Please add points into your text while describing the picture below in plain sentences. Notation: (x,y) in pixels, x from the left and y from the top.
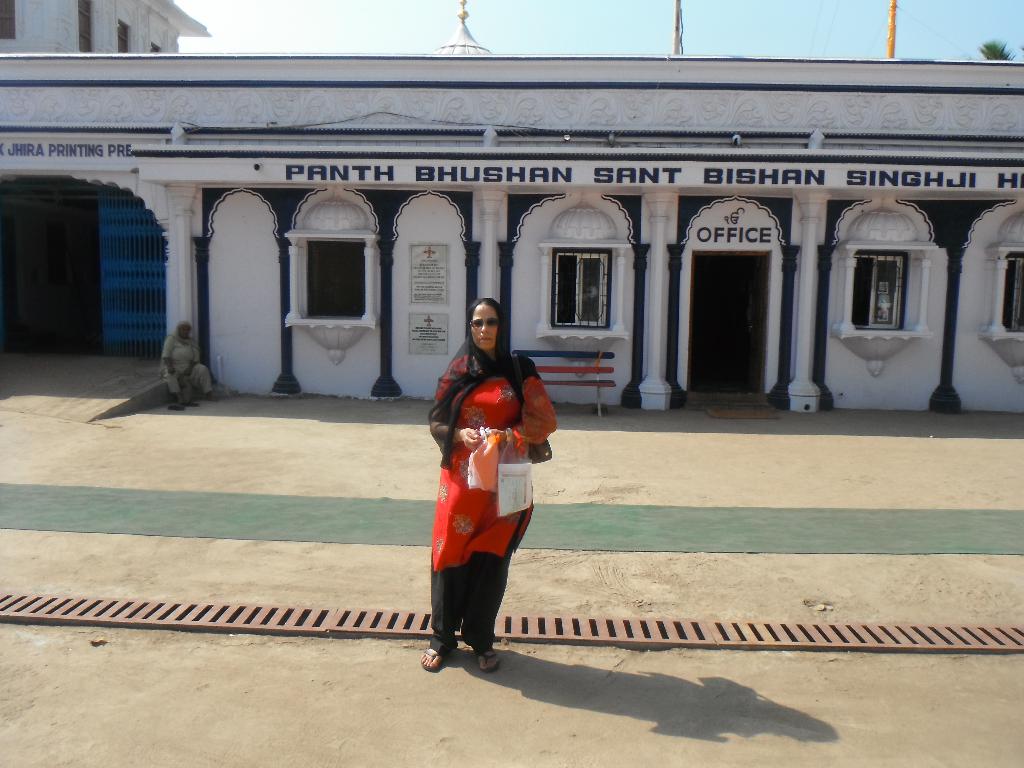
In this image there is one person (470,518) standing in the middle of this image (520,497) and holding some covers (495,474). There is a building (447,280) in the background (389,233). There is one person (180,361) sitting on the left side of this image (171,370). there is a sky (419,30) on the top of this image (553,29). There is a ground (517,560) in the bottom of this image (518,652).
